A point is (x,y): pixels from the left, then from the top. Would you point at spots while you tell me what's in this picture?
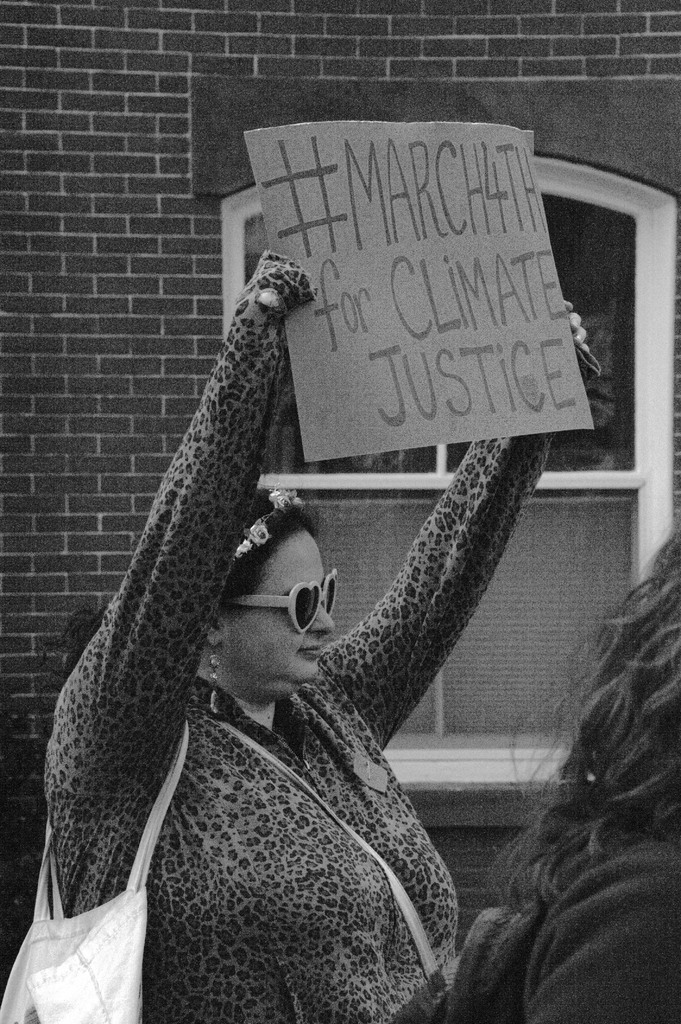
In the image we can see the black and white picture of a woman (350,791) wearing clothes (273,806), earrings (216,677), goggles (284,596) and she is holding a poster (436,327) in her hand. On the poster (435,299) we can see the text (493,331) and she is also carrying a bag (108,972). There is another person (587,937) wearing clothes (578,934), here we can see brick wall (133,145) and the window (610,339).
